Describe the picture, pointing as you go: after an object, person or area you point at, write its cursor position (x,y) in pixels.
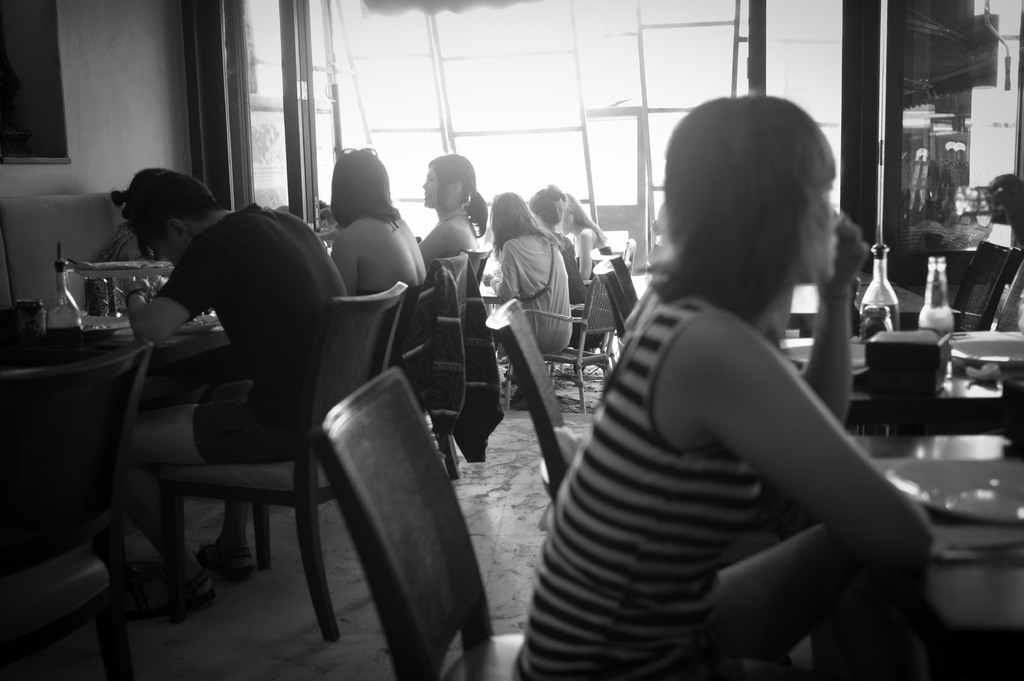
These persons (511,282) are sitting on the chairs (351,352). We can see bottles (69,310), plates (984,356) on the tables (973,614). On the background (139,126) we can see wall (139,95).
